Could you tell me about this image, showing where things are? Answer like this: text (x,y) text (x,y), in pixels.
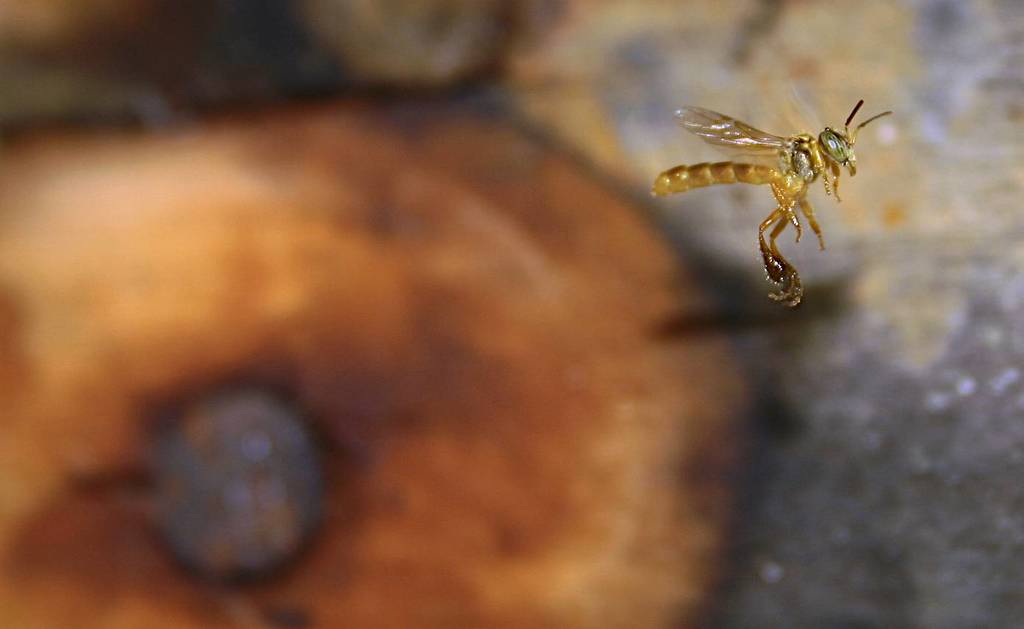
In this picture we can see an insect (779,224) in the front (798,199), there is a blurry background (458,201).
